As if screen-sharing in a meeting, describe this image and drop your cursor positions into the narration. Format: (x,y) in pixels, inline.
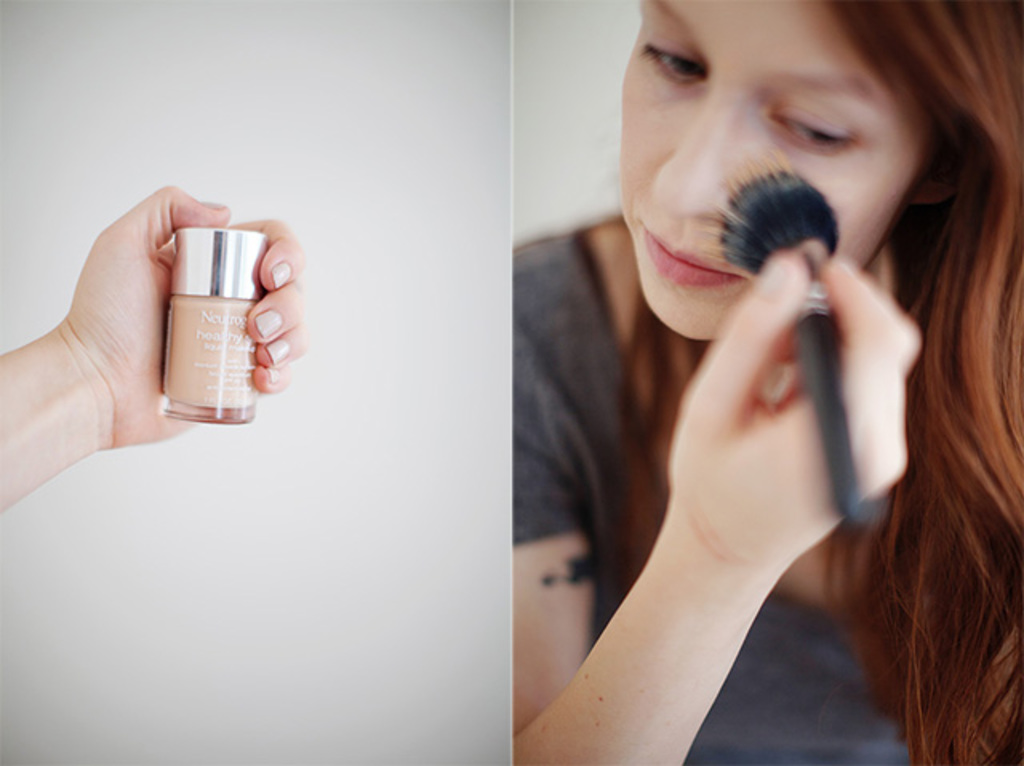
In this image we can see a collage picture of two images, on the left side (112,267) there is a person's hand (159,380) holding a bottle (230,343) and on the right side (798,347) there is a woman (774,304) holding a make up brush (788,212).
